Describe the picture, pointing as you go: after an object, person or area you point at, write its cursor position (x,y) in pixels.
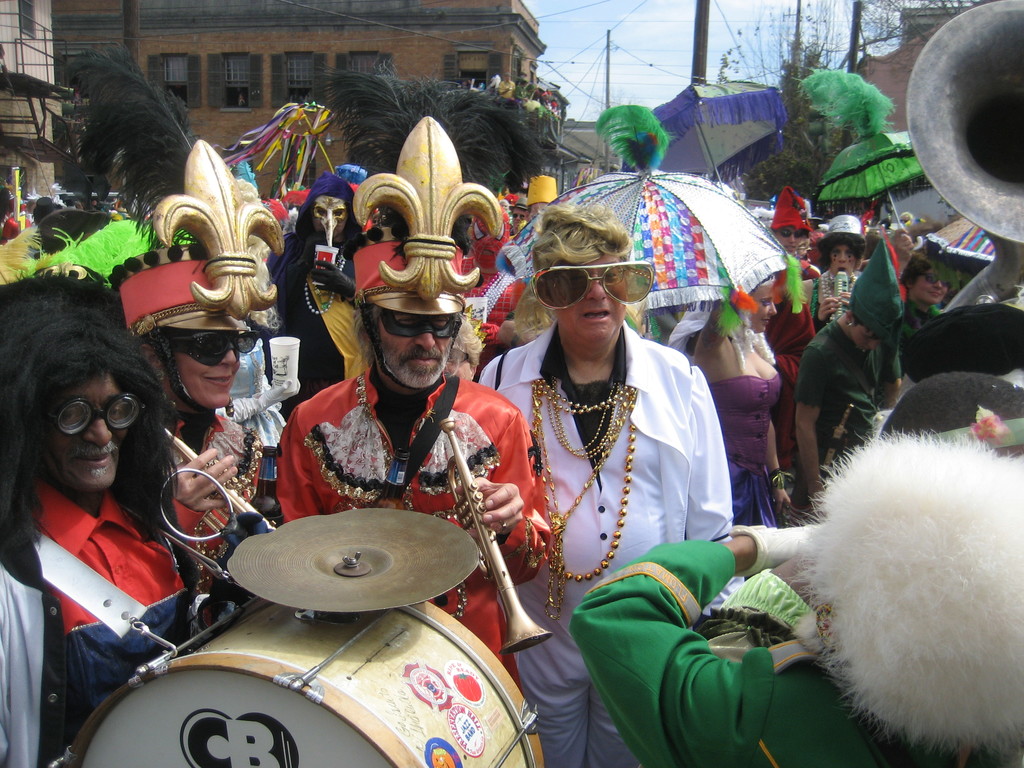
In this image there are group of people (608,340) standing and they are wearing different costumes (296,439) and playing musical instruments (351,615). At background (308,49) I can see a building (293,55) with windows (293,55) and there are current poles (695,51) and trees (806,35).
